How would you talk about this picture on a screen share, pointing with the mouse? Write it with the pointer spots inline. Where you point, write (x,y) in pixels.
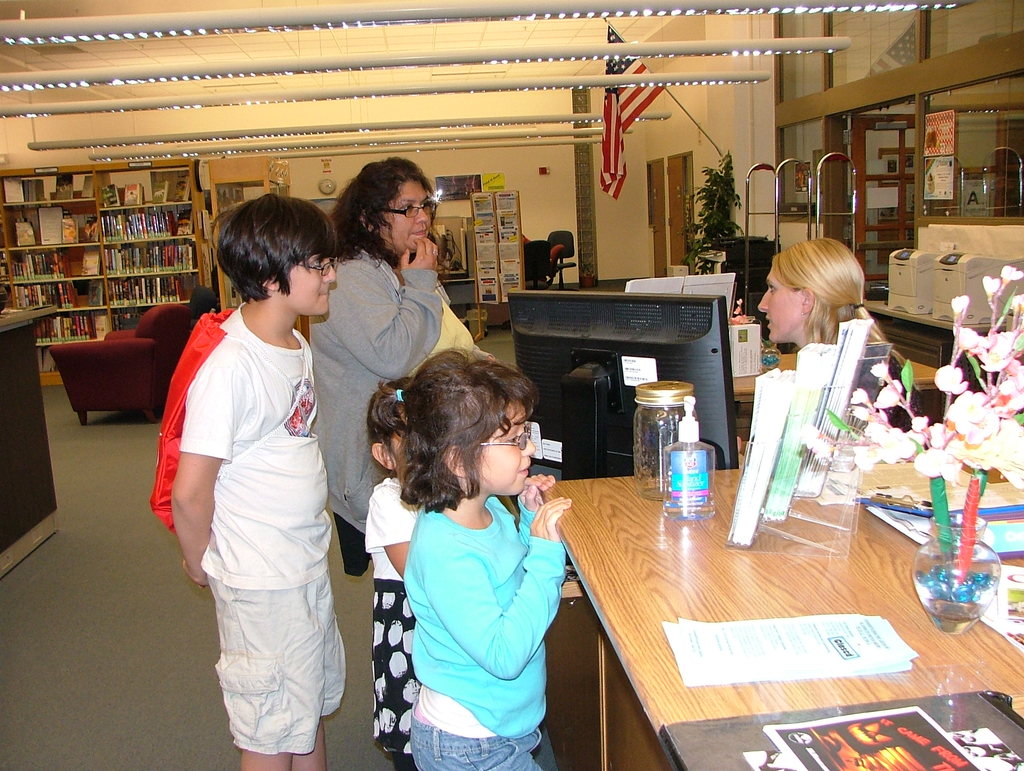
There are two girls (408,555), boy (275,307) and woman (356,371) standing. In front of them, a woman (819,288) sitting. Beside her, there are jug (687,392), bottle (670,467), flower (952,457), papers (743,674) and some other items (994,578) on the table (836,606). In the background (568,236), there are chairs (544,255), books (136,227) in the shelves (115,241), chair (149,316), floor (115,495), lights (128,78) and roof (441,38).
